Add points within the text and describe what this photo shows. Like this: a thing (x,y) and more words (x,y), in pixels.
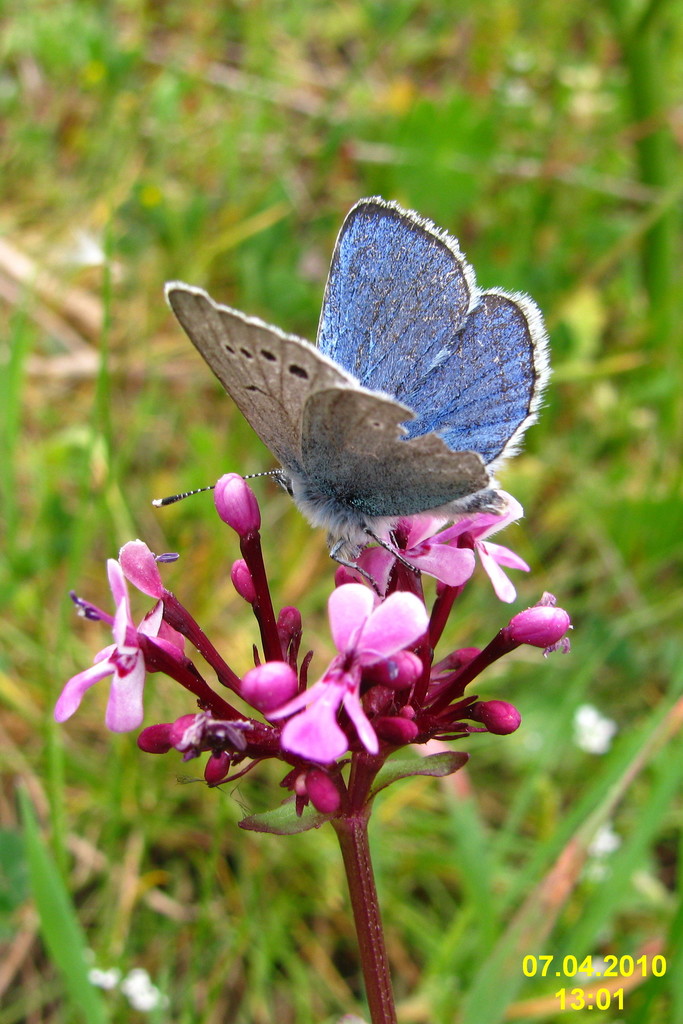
In the picture we can see a stem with pink colored flowers (462,650) on it and we can see a butterfly (471,487) and behind the stem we can see many plants (680,1004).
